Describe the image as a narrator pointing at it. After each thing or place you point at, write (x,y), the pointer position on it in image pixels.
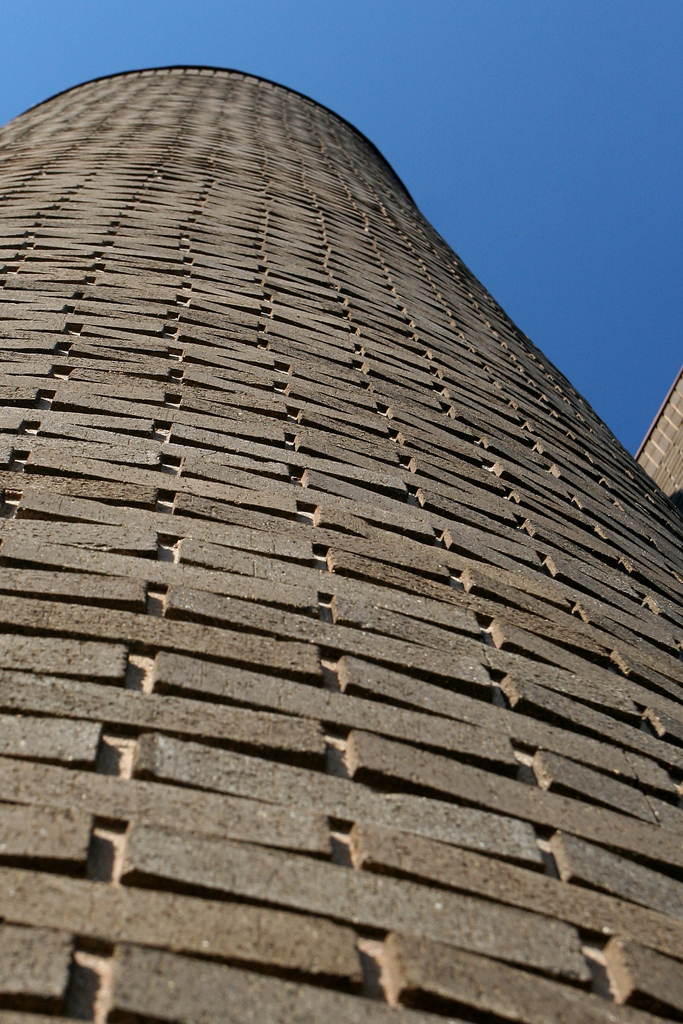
In the center of the image (318,473), we can see buildings (589,486) and in the background (424,72), there is sky (545,267).
